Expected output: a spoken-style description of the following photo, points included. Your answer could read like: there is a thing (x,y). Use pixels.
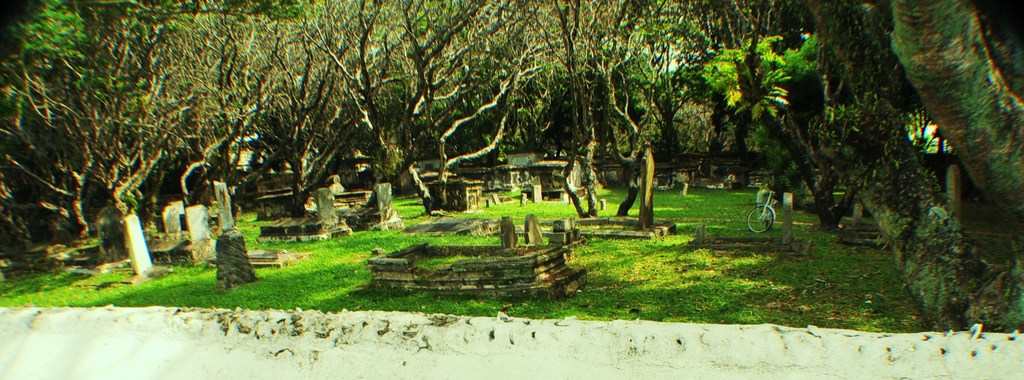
In this image there are trees (309,76) towards the top of the image (310,97), there are graveyards (410,257), there is a bicycle (774,200), there is grass (704,215), there is a tree trunk (955,65) towards the right of the image (949,25), there is an object (755,335) towards the bottom of the image (475,340) that looks like a wall (411,351).
